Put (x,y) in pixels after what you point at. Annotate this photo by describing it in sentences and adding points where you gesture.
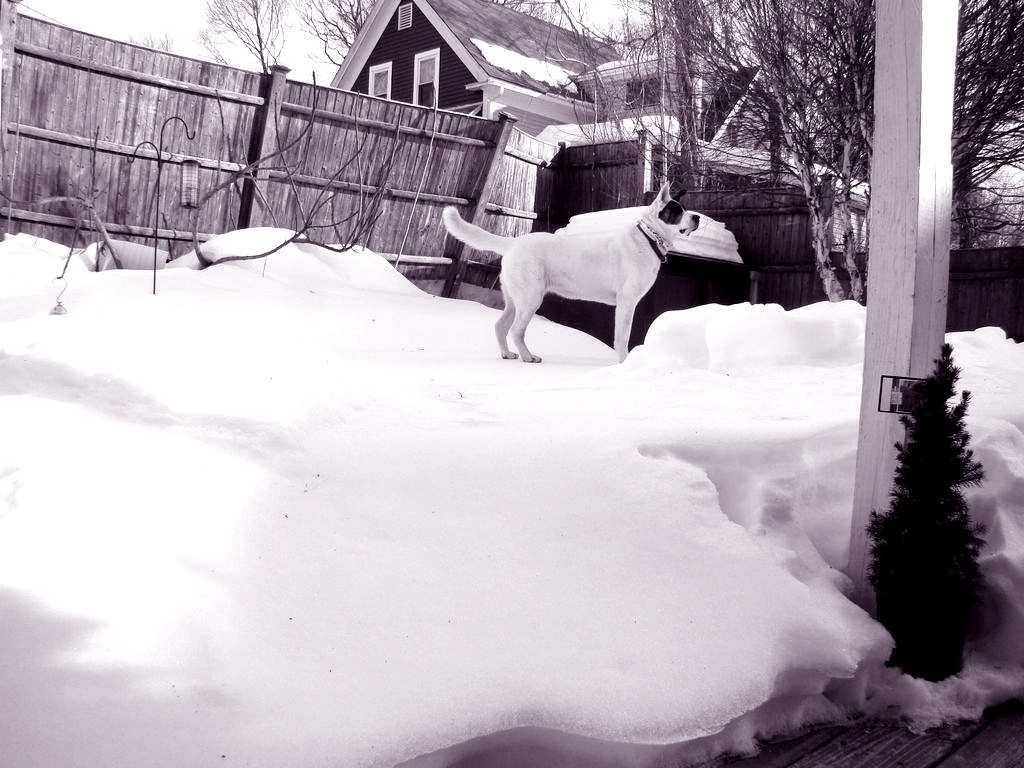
In this image there is the sky (231,36), there are trees (771,58), there is a house (472,61) truncated, there is a tree (831,102) truncated towards the right of the image (979,101), there is the ice (420,450), there is a dog (603,245), there is a wooden wall (352,155) truncated towards the left of the image (44,111), there is a wooden pillar (904,182) truncated, there is a plant (917,490).
